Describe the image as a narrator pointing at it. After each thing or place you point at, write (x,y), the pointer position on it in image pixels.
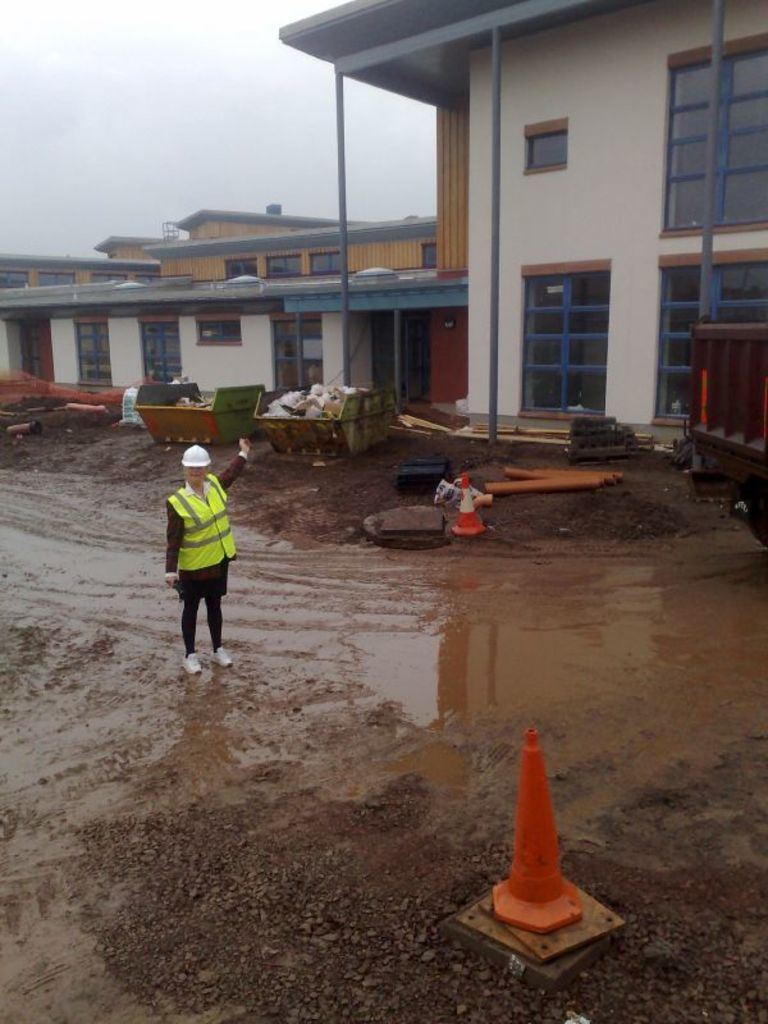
This image is clicked outside. There is a building (457,291) in the middle (428,367). It has doors (416,350) and windows (544,385). There is mud (477,626) in the middle (324,625). There is a person (197,479) in the middle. She is wearing a helmet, shoes (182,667) and coat (229,546). There is sky (186,180) at the top (138,180).
